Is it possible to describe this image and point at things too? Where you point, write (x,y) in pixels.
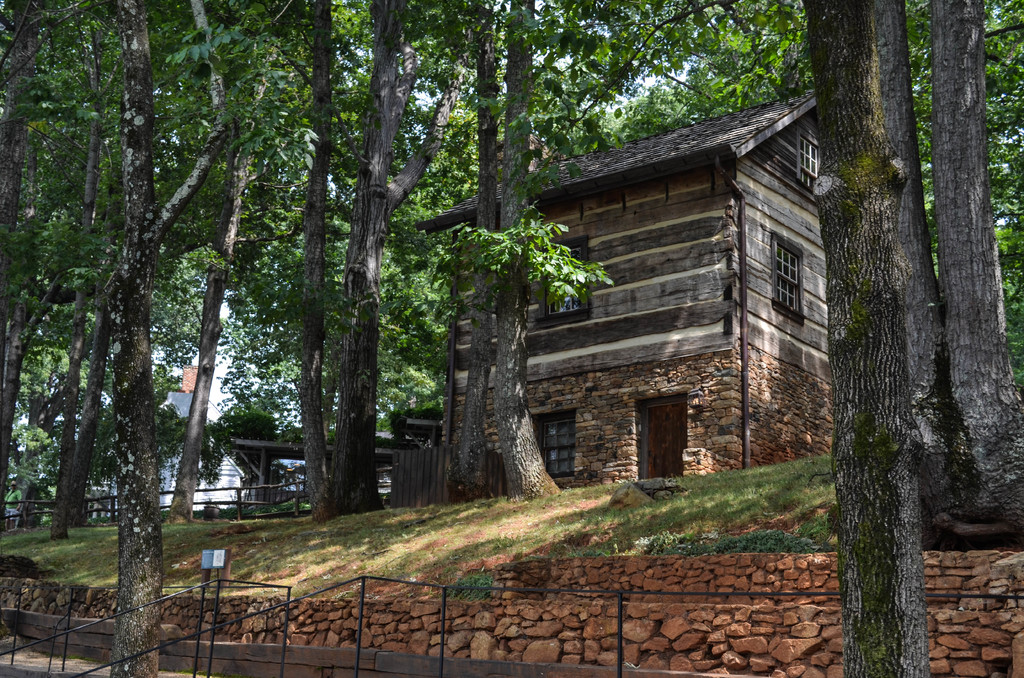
In the center of the image (617,299) there is a shed (601,346) and we can see trees (988,97). At the bottom (313,653) there are railings (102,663) and we can see grass (764,483). In the background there is sky (629,66).
